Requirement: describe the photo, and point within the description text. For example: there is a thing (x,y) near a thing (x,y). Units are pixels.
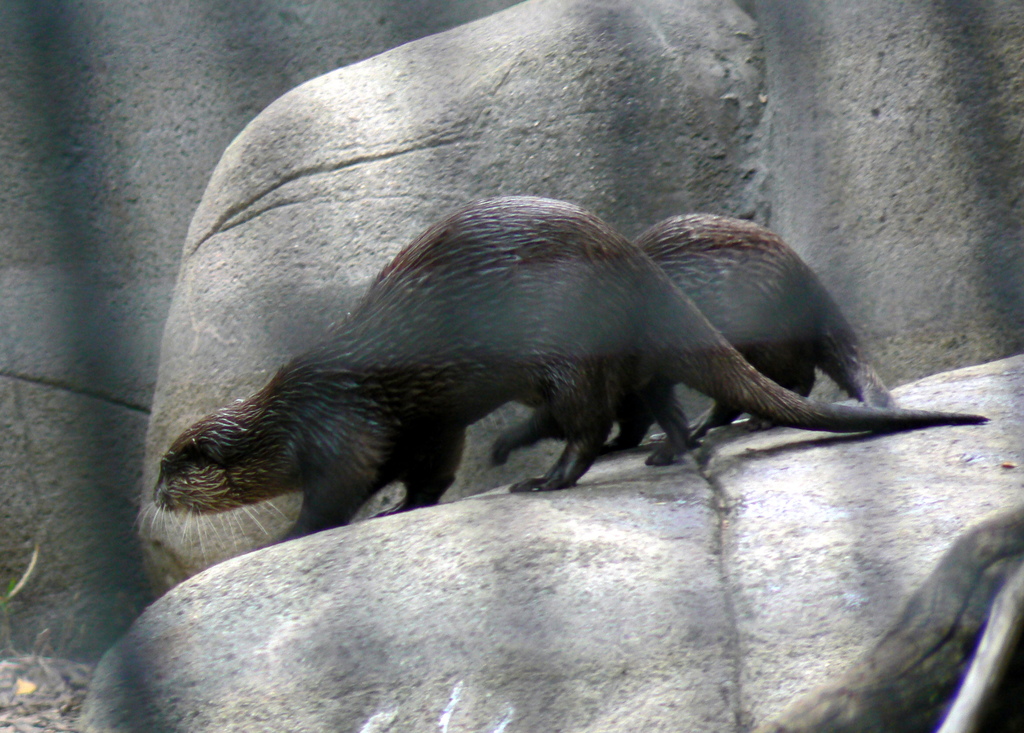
In this image there are two animals (442,345) standing on the rock (547,521) as we can see in middle of this image (529,366) and there are some rocks (285,185) in the background (312,101).
